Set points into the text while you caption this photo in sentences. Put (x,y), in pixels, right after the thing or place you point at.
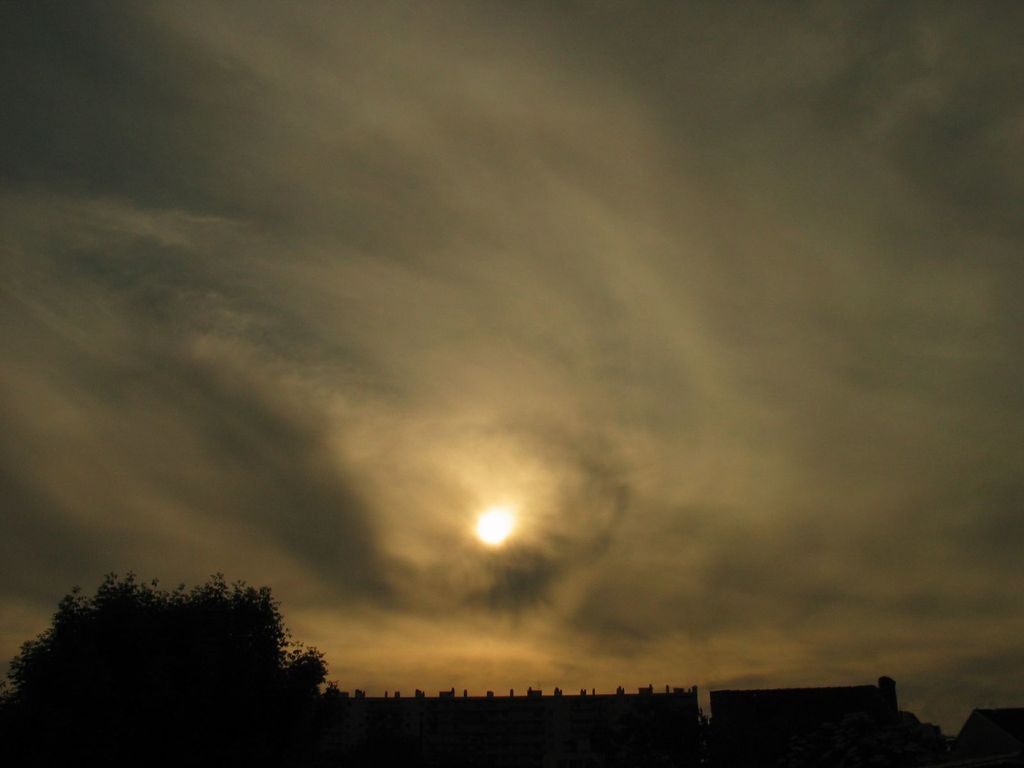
This is the picture of the sun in the sky (625,404) and clouds (431,271). There is a tree (269,653) and a few buildings (633,706) in the bottom of the image (799,725).
